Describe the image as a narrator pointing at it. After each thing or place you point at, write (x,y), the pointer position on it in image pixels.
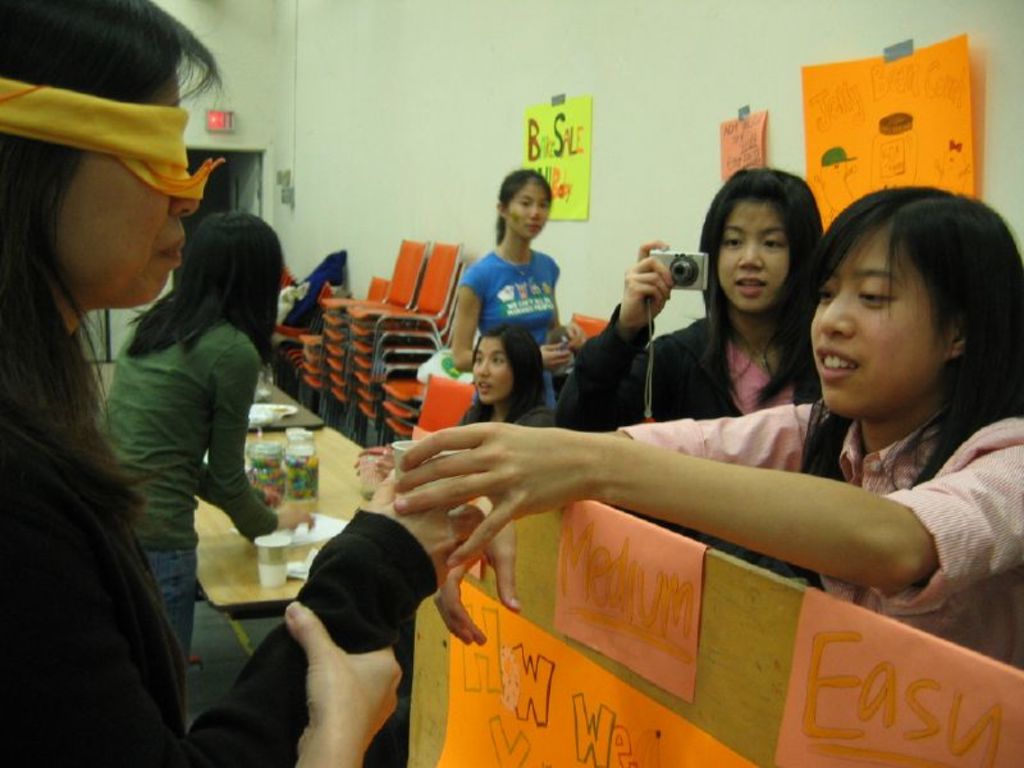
In this image on the left side (41,653) a woman (141,507) is there, she wore black color dress (109,665) and her eyes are tied with a yellow color kerchief (163,168). On the right side (766,528) there is a woman (826,472) touching this woman's hand (452,578), beside her a girl (717,317) is shooting with a camera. In the middle (425,412) there are chairs (406,322) in orange color in this image.
